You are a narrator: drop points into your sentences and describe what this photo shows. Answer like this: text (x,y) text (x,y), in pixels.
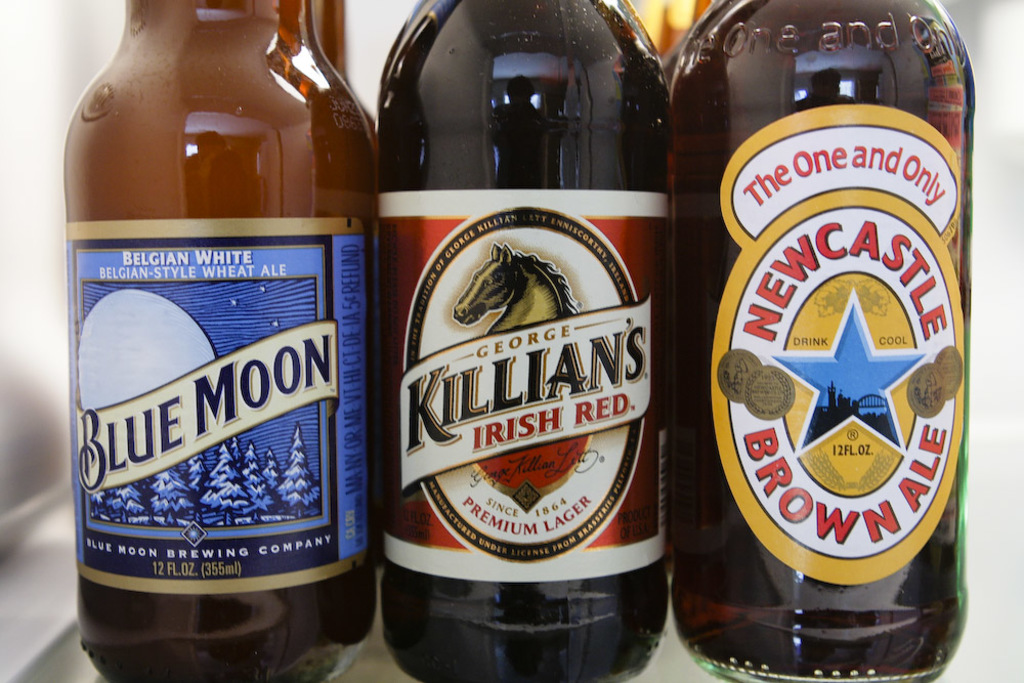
In this image I can see the beer bottles (554,340).
